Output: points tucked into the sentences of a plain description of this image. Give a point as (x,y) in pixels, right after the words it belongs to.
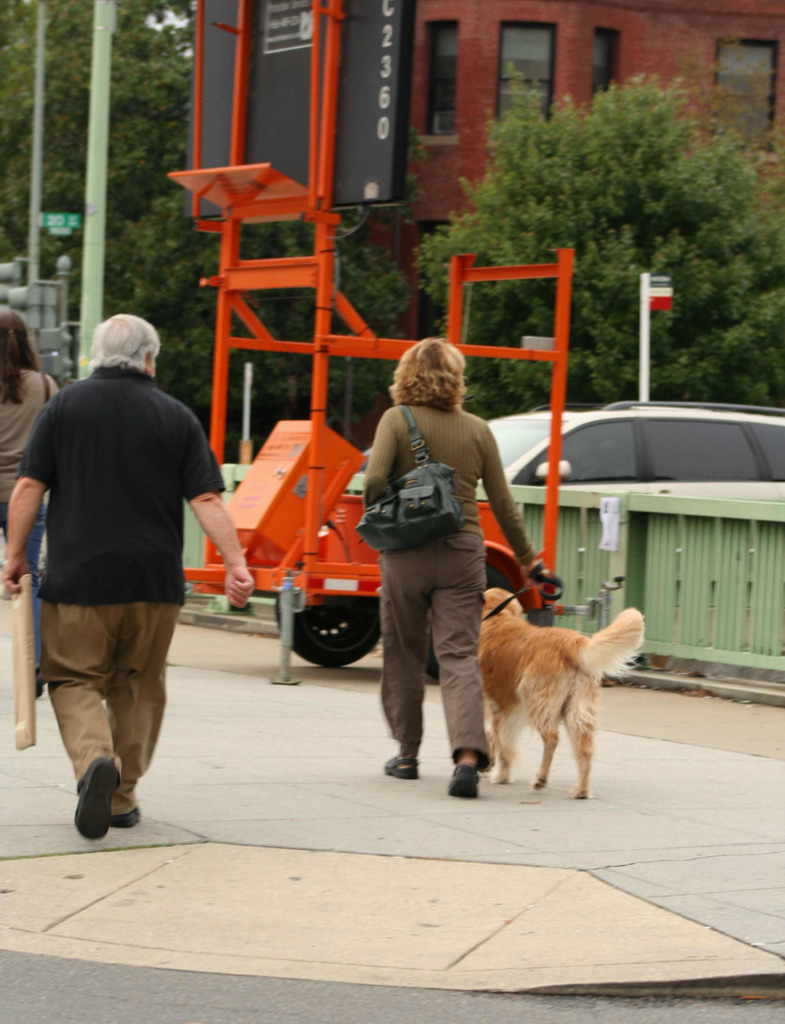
In this picture we can see a lady (463,424) who is wearing a black hand bag (438,527) is holding a dog (504,589) and walking in the street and beside her there is a man (112,574) in black shirt (189,459) and also we can see a car (635,419) and plants (368,404) in the picture.
